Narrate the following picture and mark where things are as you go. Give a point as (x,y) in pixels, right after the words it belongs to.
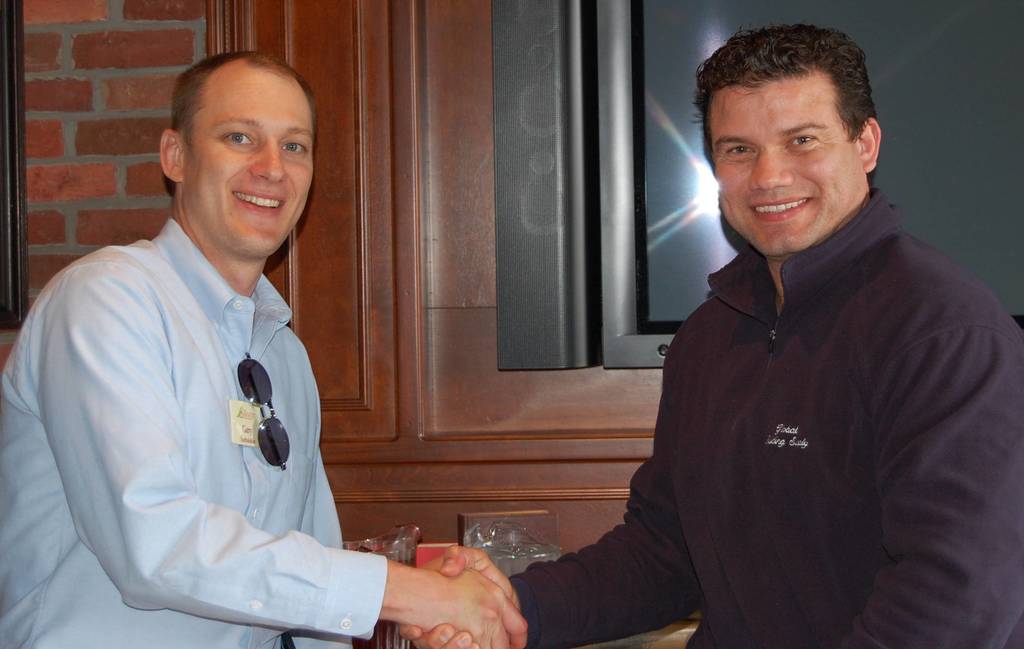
In this image we can see two men (298,500) giving shake hands (501,646). In the background (507,526) there are glass objects (398,541), TV (707,192) and a brick wall (140,173).
